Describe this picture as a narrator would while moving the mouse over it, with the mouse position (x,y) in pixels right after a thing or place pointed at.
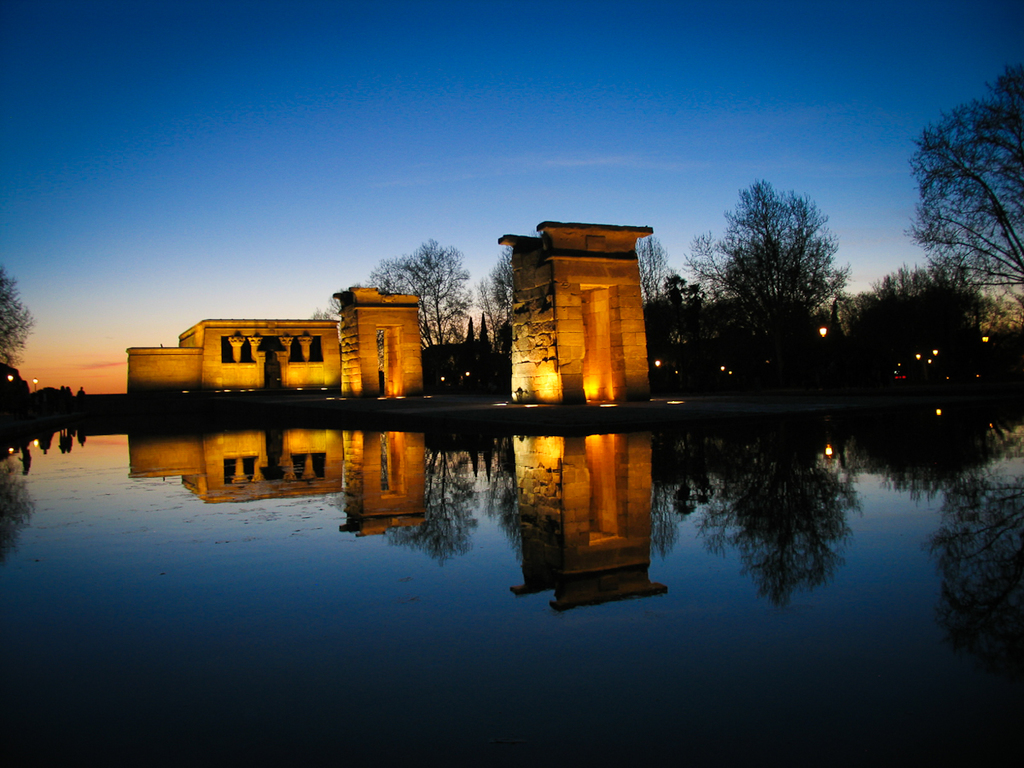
In this image I can see the water (435,519) and on the water (342,655) I can see the reflection (694,469) of buildings (641,521), trees (452,515) and the sky (420,601). I can see few trees (773,346), few buildings (408,350), few lights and in the background (355,111) I can see the sky (368,106).
